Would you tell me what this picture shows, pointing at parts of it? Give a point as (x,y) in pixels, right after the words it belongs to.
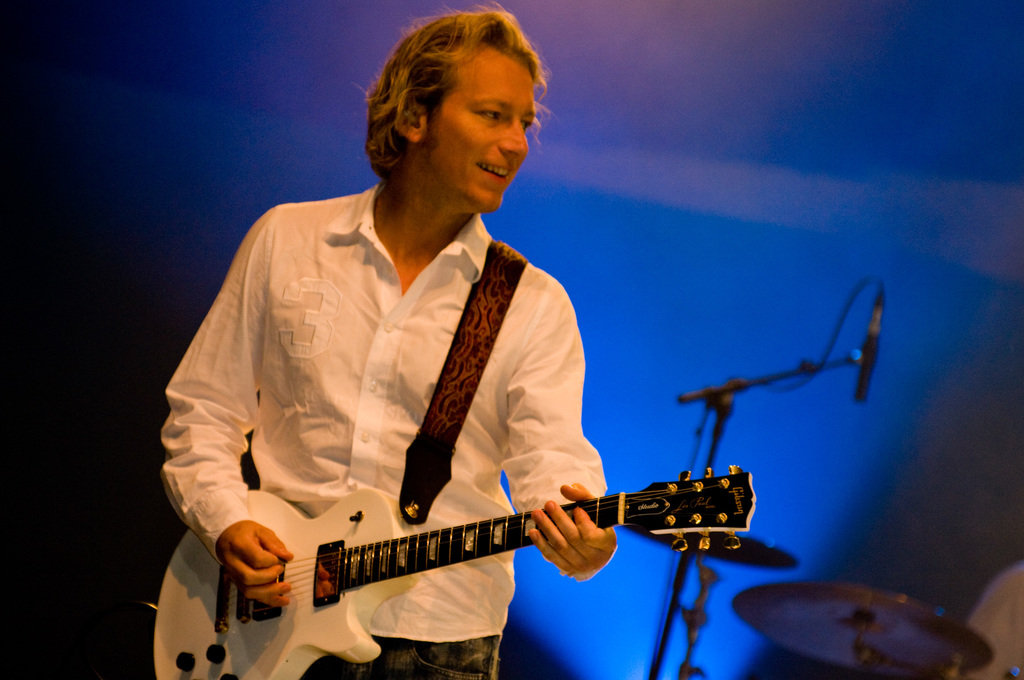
In the picture there is a man (254,428) playing a guitar (623,500), he is smiling and behind the man (459,185) there are some other instruments (928,622) and the background of the man (475,174) is blur.
